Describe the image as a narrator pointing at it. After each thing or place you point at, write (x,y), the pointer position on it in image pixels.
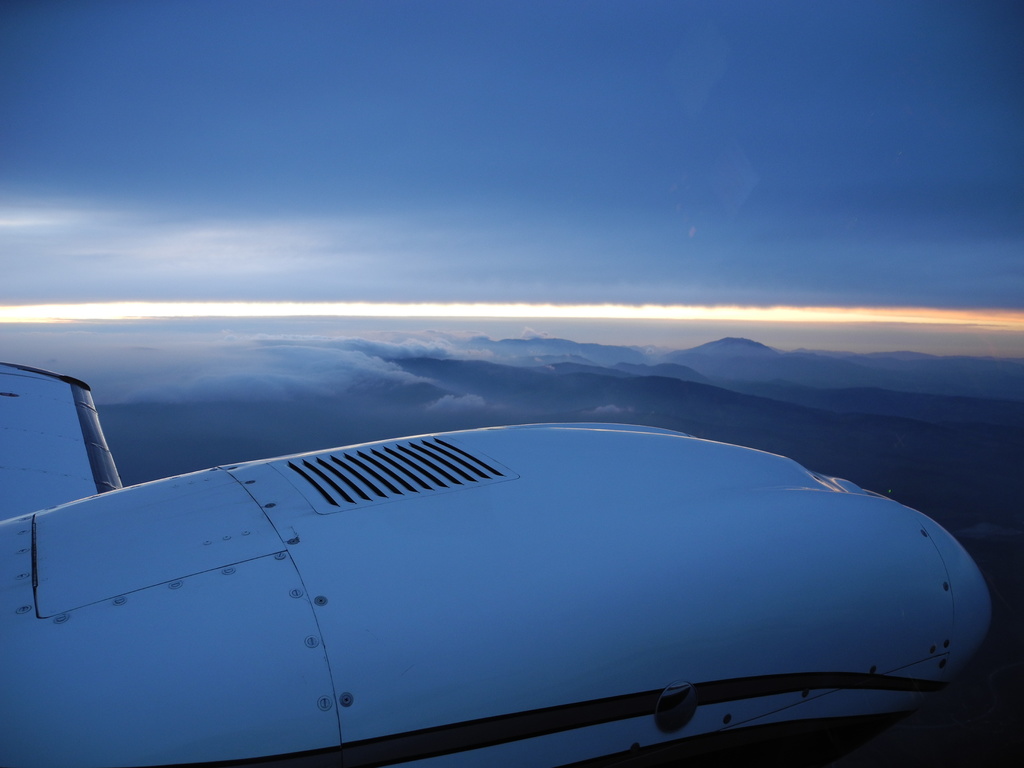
At the bottom of the picture (456,654), we see an airplane (575,535) in white color is flying in the sky (756,270). In the background (432,270), we see clouds (474,335) and the sky (499,303), which is in blue color.
